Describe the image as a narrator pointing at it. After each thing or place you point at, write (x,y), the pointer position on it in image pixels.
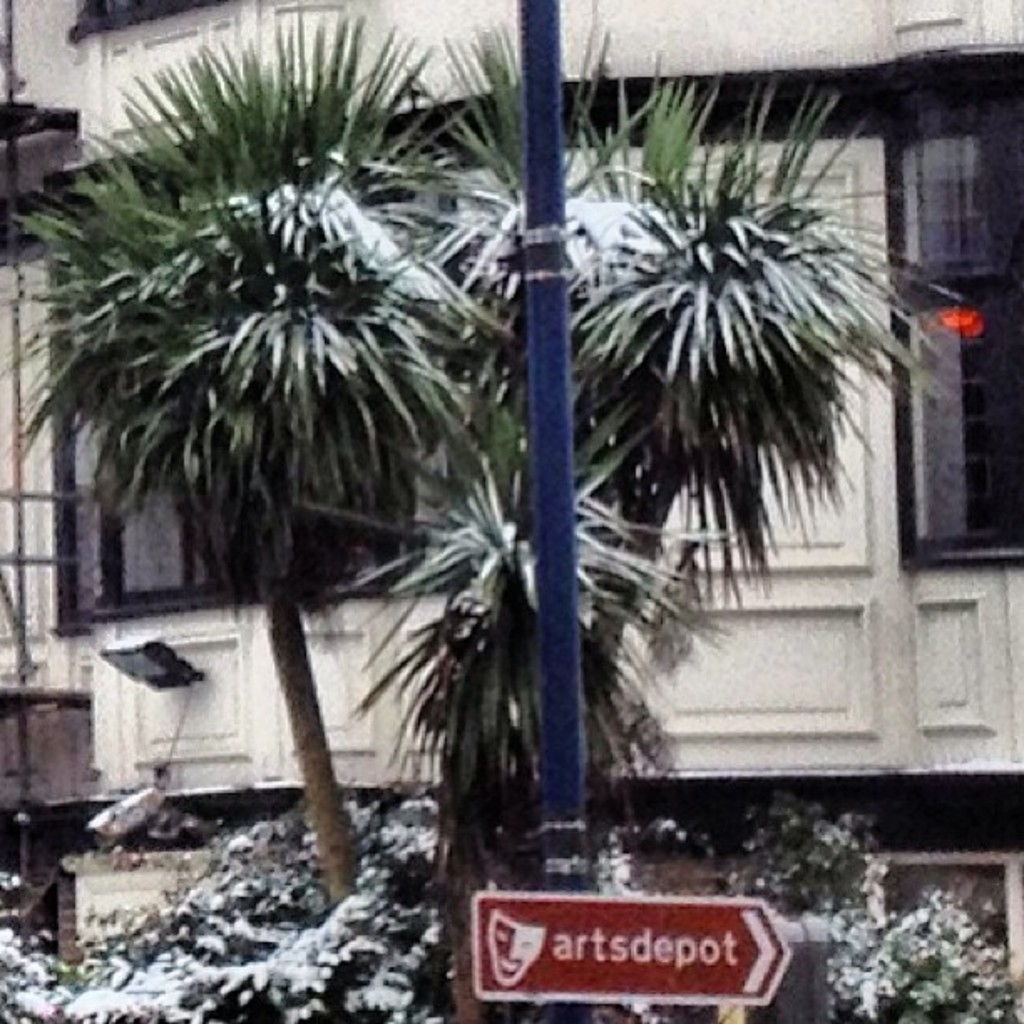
In this image we can see one white building (942,220) with glass windows (105,549), some poles (539,211), one red board (565,937) with text (610,937), some trees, some plants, one light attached to the wall (232,747) and some objects (162,794) are on the surface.
